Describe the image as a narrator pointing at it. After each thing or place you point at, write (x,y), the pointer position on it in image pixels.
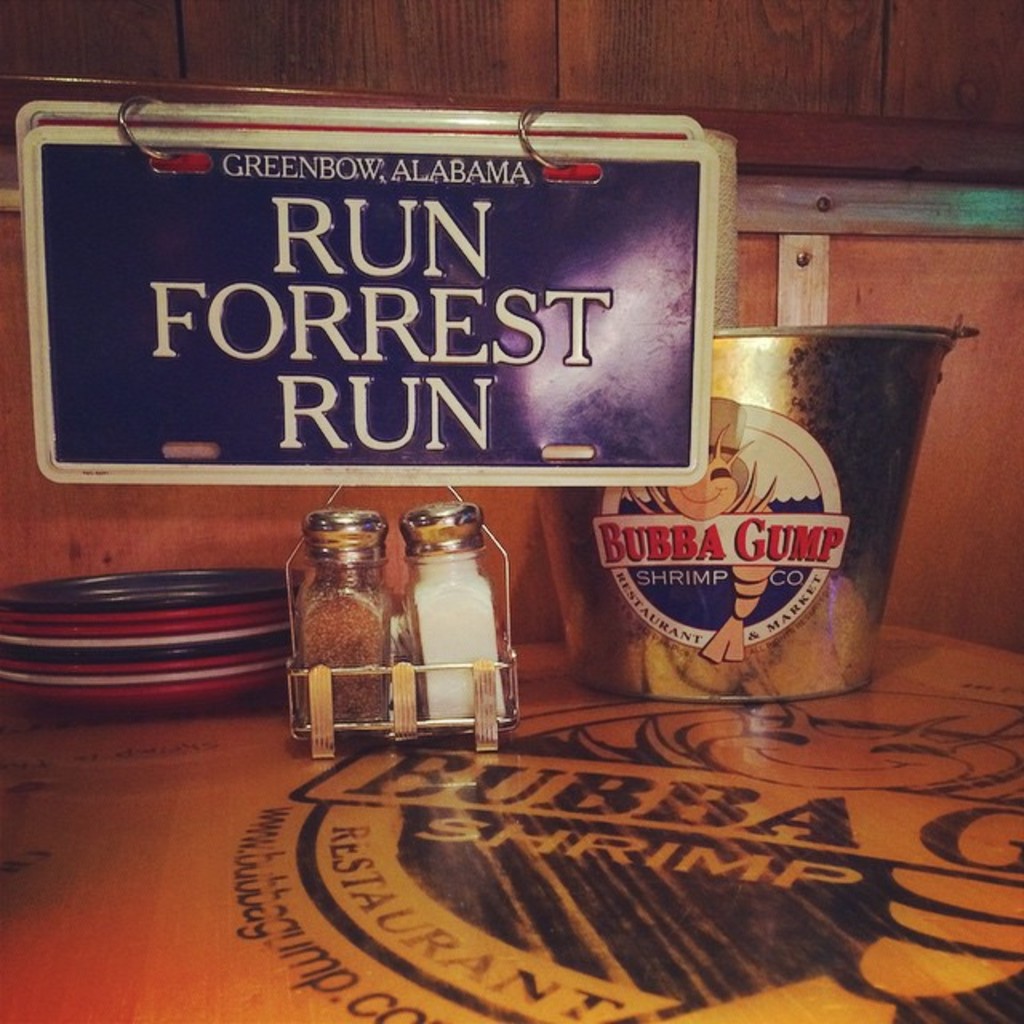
In the image there is a wooden table (450,881) in the front (629,857) with table salt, pepper bottle (363,693) and a steel bucket (772,513) and some plates (62,587), and there is a name board (303,185) hanging from the condiment stand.
